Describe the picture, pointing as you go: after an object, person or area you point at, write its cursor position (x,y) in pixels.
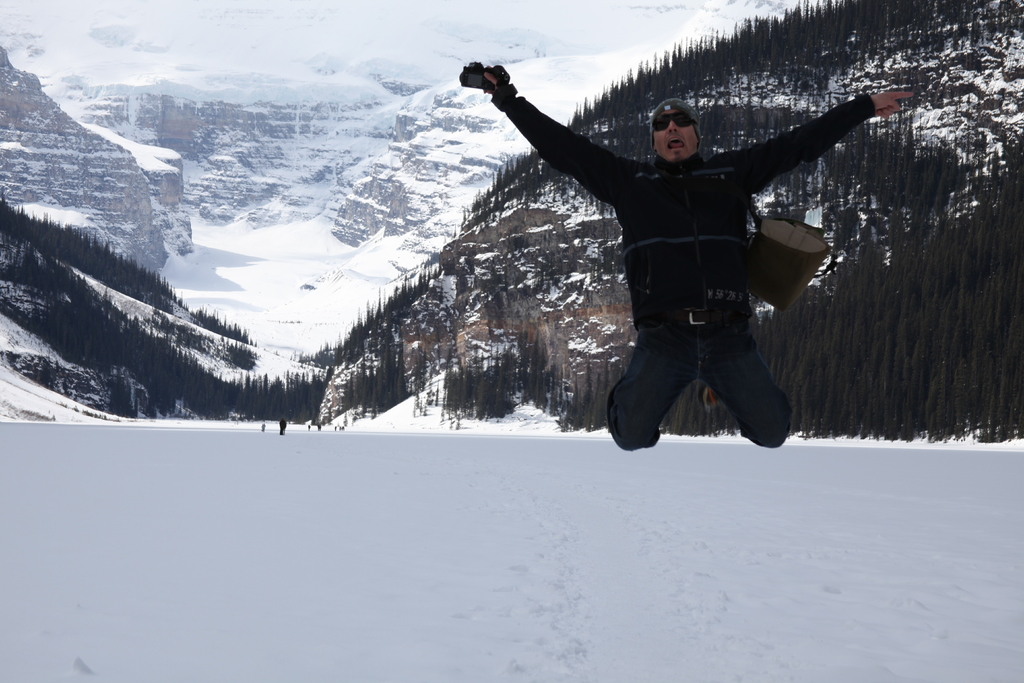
In the picture we can see a snow surface (702,636) on it we can see a man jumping he is in a black jacket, cap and goggle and holding a bag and behind him we can see some people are standing and behind them we can see a hill (143,358) with snow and trees (1007,372) and in the background (18,110) also we can see hills (225,308) covered with snow (226,170).
